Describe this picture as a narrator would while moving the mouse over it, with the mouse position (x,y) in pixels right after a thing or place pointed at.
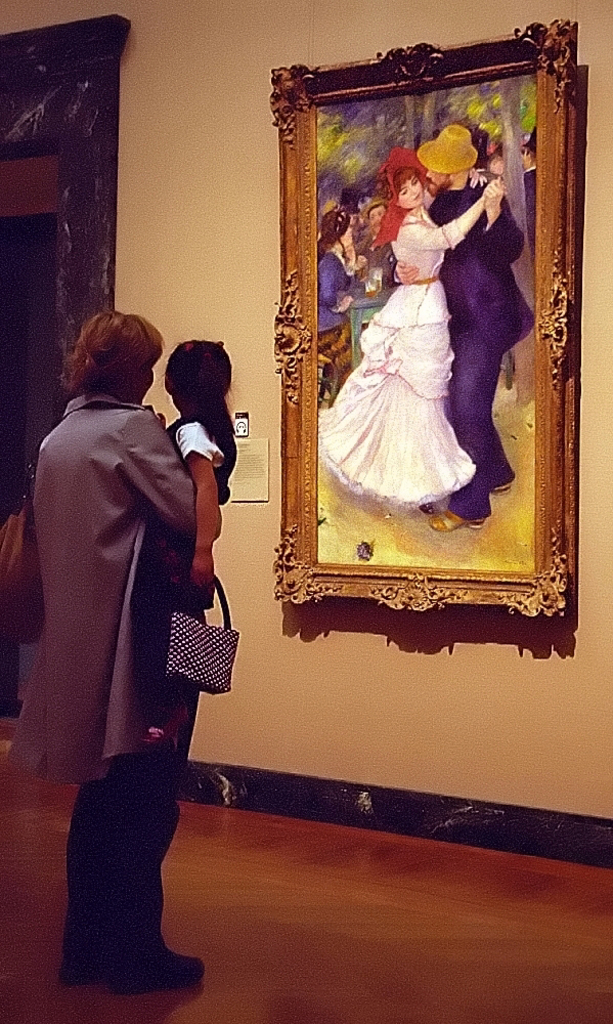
In this image we can see the two people (126,855), painting (379,535) on the wall (386,697), in the top left hand corner (45,106) we can see an object (32,100), we can see the floor (269,912).
